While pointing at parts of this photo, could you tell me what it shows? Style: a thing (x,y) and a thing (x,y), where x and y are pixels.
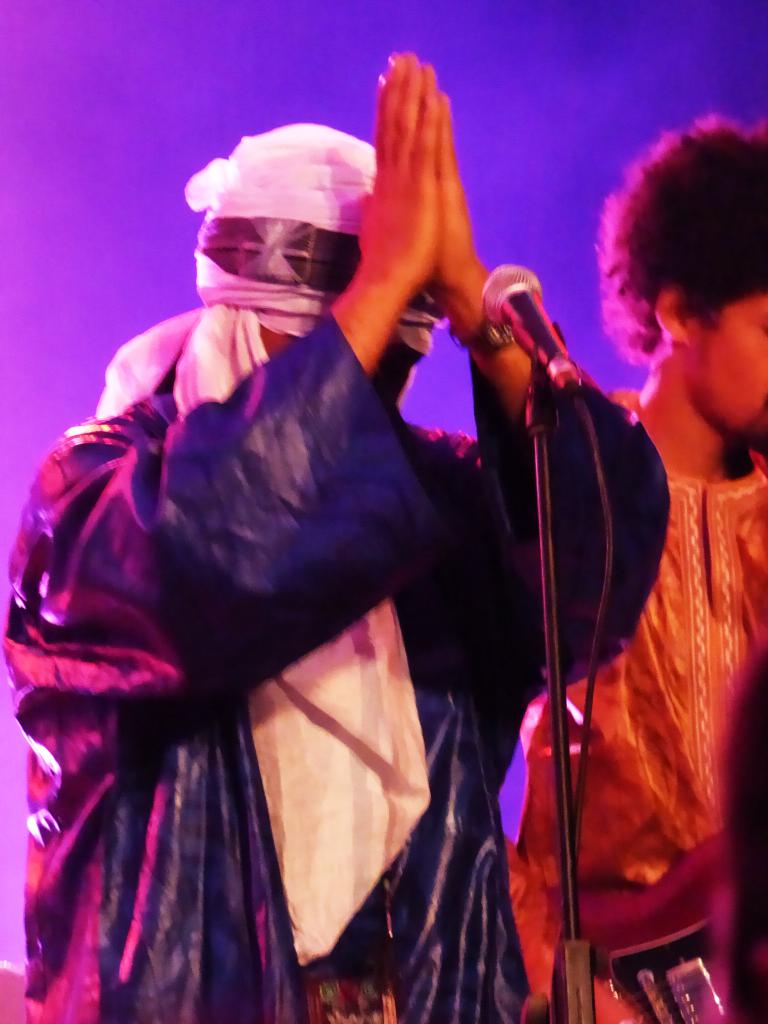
In this image, we can see two people (223,555) standing, we can see the microphone (536,353), there is a blue background (78,38).
